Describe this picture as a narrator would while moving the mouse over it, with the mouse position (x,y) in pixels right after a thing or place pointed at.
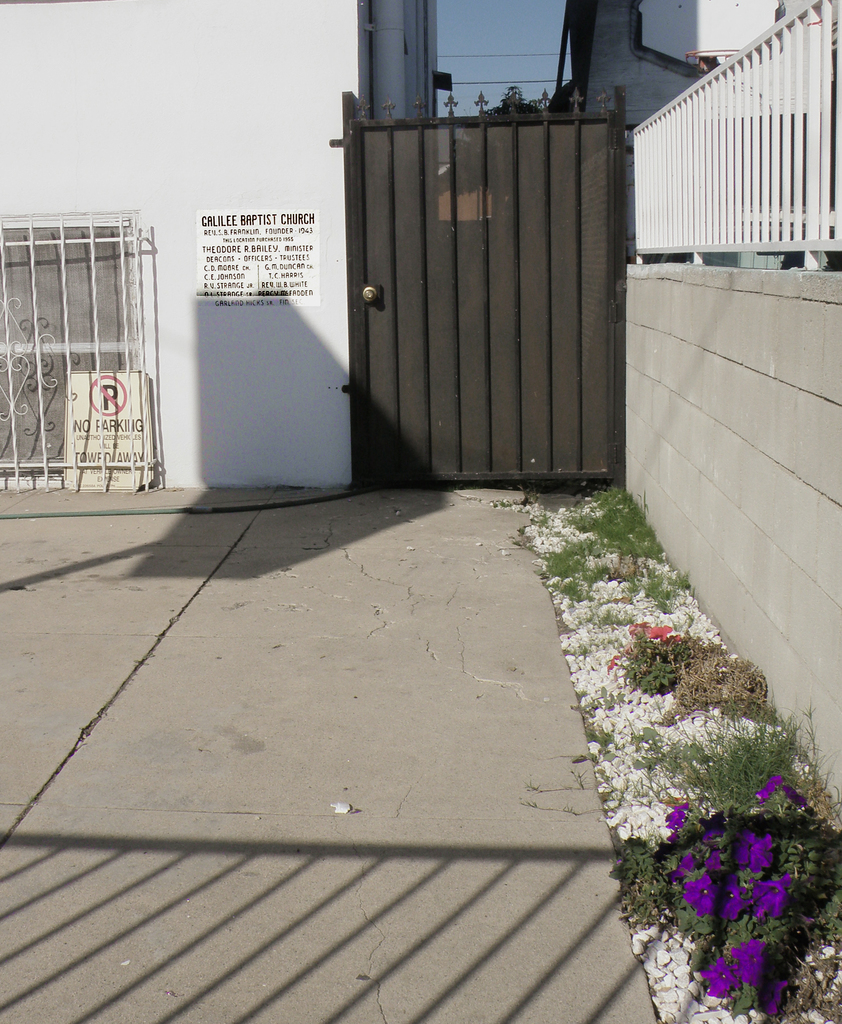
On the right side (725,386) there is a wall (763,268) with railing (670,247). Near to that there are stones (612,650) and flowering plants (663,684). In the back (185,140) there is a wall (178,131). On the wall (145,111) there is a board (247,249). Near to that there is a sign board (115,382) and railing (92,277).
